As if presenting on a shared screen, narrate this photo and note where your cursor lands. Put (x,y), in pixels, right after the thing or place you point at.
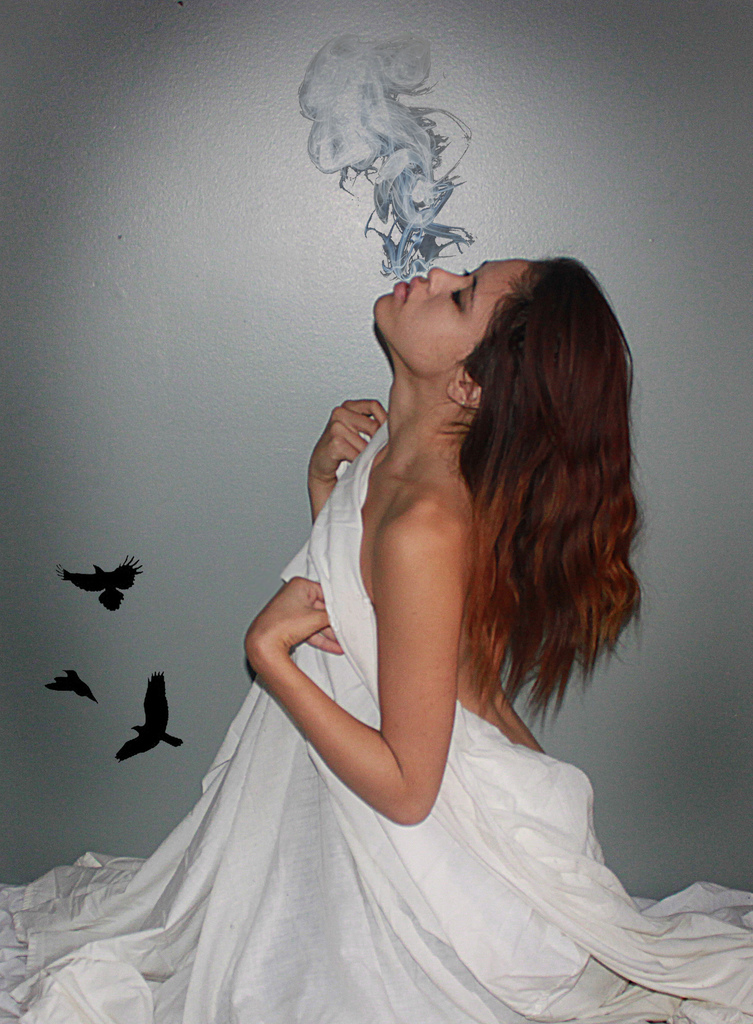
In this image I can see a woman (444,462) holding a white color cloth (435,854) and looking at the upwards. At the back of her I can see a wall (240,460) on which there is a wall painting (380,128) of fume (369,149) and birds (114,571).
